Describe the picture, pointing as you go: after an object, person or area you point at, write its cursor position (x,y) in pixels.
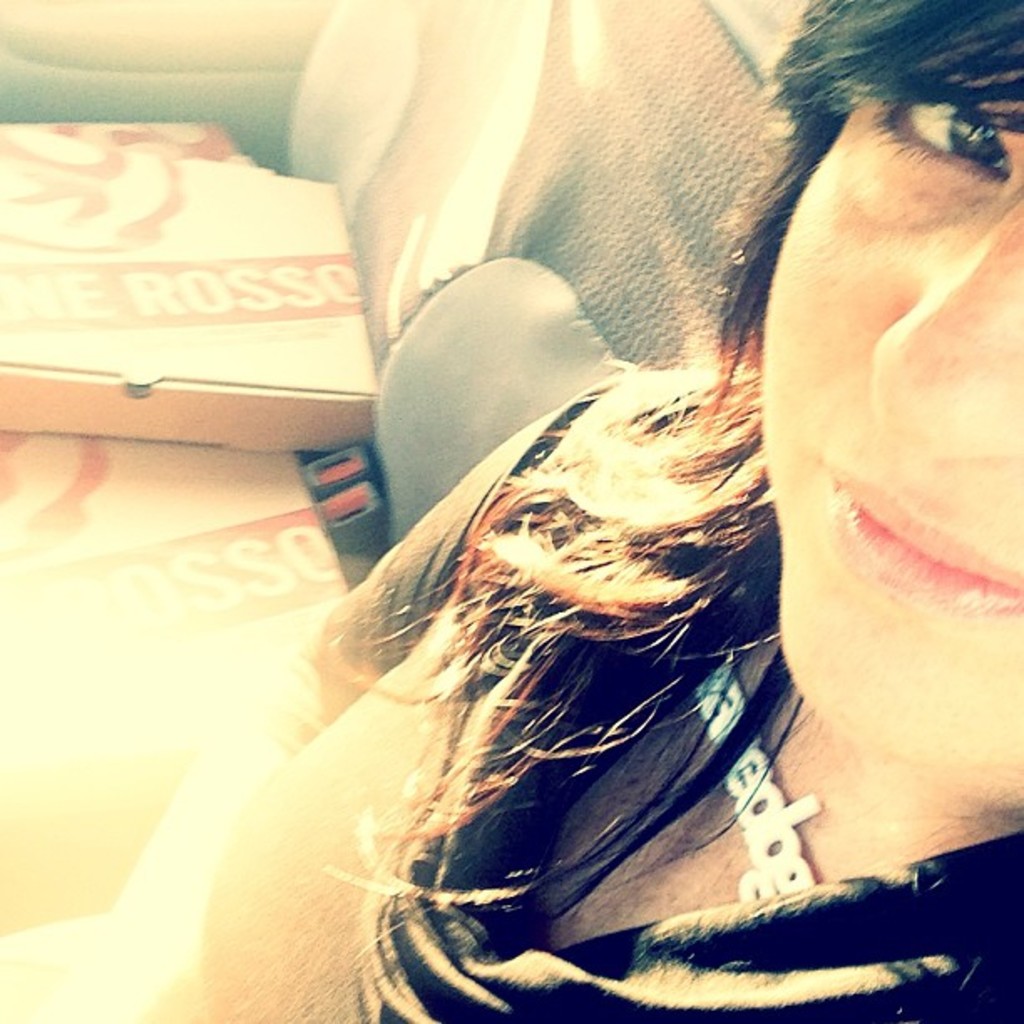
In this image I can see a person (673,707) is sitting inside the vehicle (538,305). I can see few boxes (305,301) on the seat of the vehicle (532,290).
